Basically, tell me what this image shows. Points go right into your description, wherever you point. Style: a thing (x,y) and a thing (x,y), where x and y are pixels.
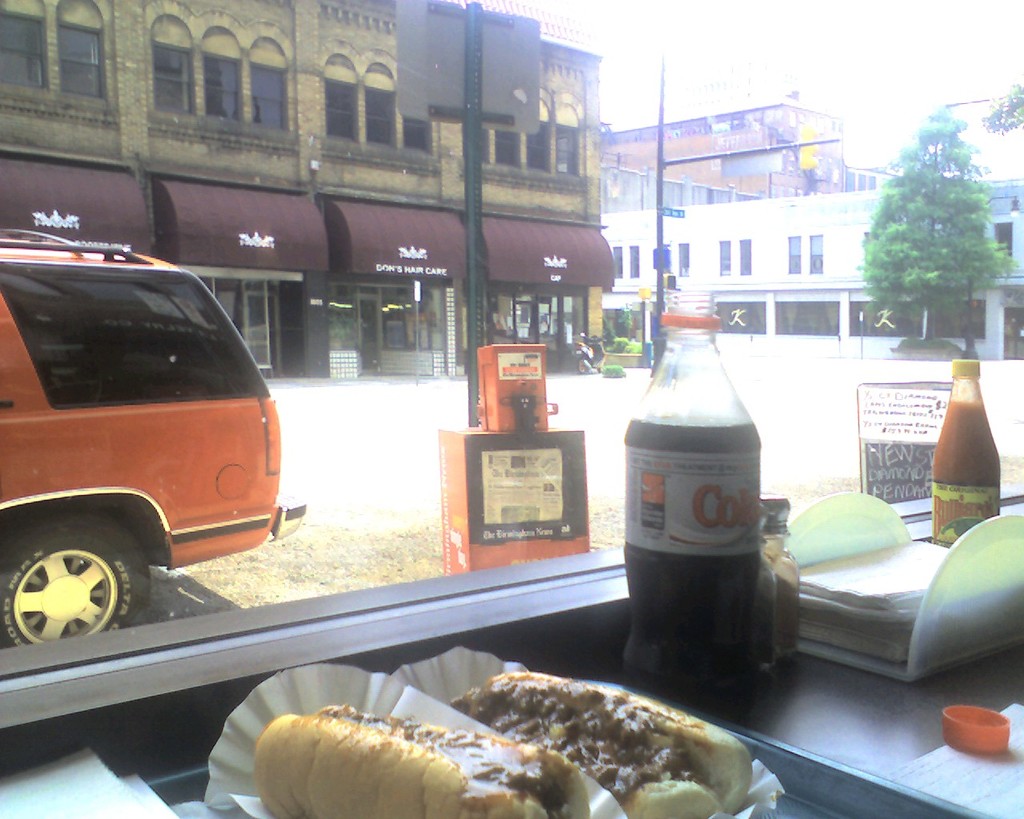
in a store (905,713) there are food items (653,730), bottle (696,638), tissue papers (815,608). in front of that on the road (370,412) there is a car (254,417) and a tree (919,203) on the right (926,207). behind that there is a building (251,136) at the left (226,142) and right. on the top (751,63) there is sky (864,31).
